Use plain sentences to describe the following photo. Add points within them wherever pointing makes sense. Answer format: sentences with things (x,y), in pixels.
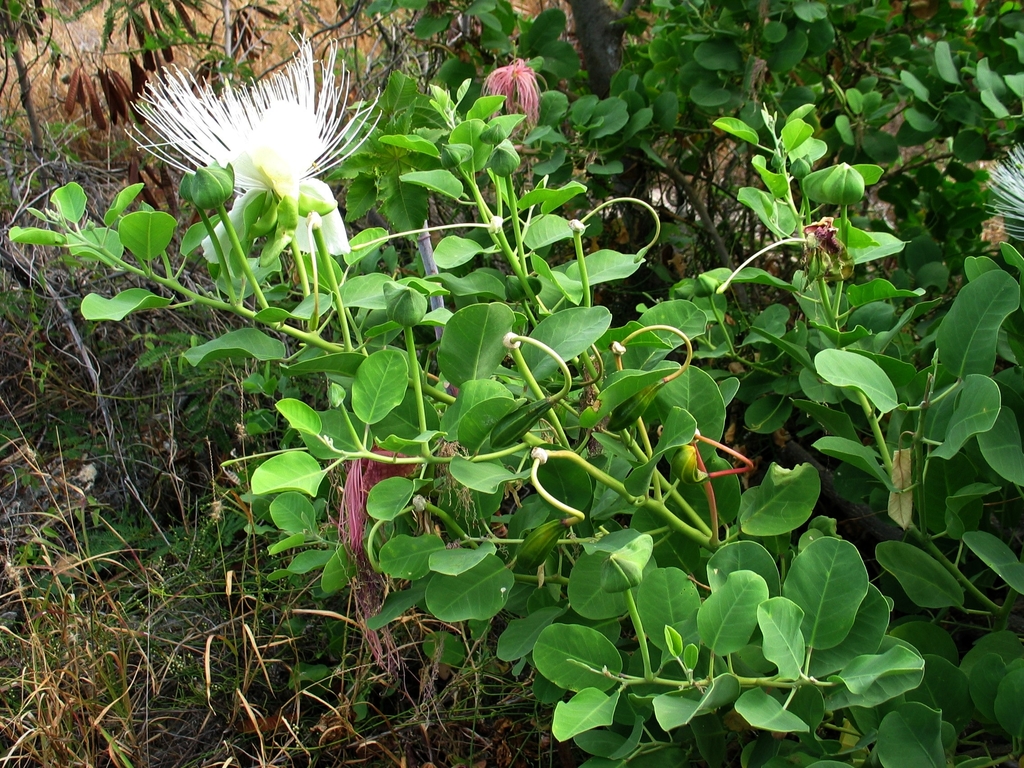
In this image in front (793,493) there are plants (542,511) with the flowers (303,142) on it. At the bottom of the image (166,649) there is grass (120,664) on the surface (150,483).
